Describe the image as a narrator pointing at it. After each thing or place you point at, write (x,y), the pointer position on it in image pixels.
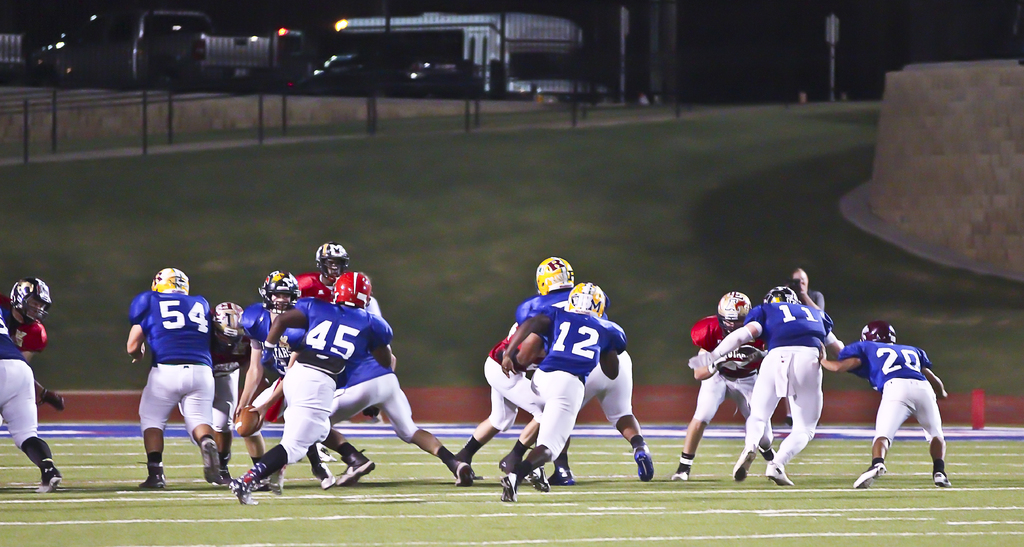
In the center of the image (609,336) we can see many persons (780,461) playing on the ground (640,486). In the background (29,151) we can see fencing (266,134), building (541,56) and wall (203,124).
